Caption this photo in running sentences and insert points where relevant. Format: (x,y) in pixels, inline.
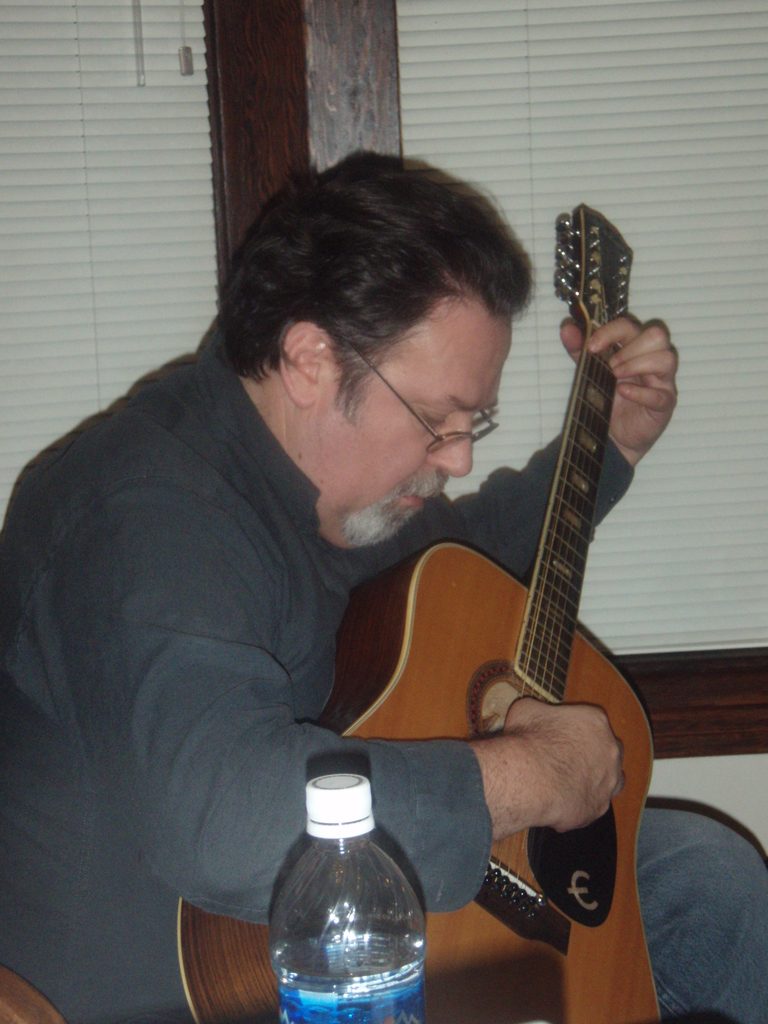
Here we can see a man (501,476) sitting and playing the guitar (502,869), and here is the bottle (288,950).
